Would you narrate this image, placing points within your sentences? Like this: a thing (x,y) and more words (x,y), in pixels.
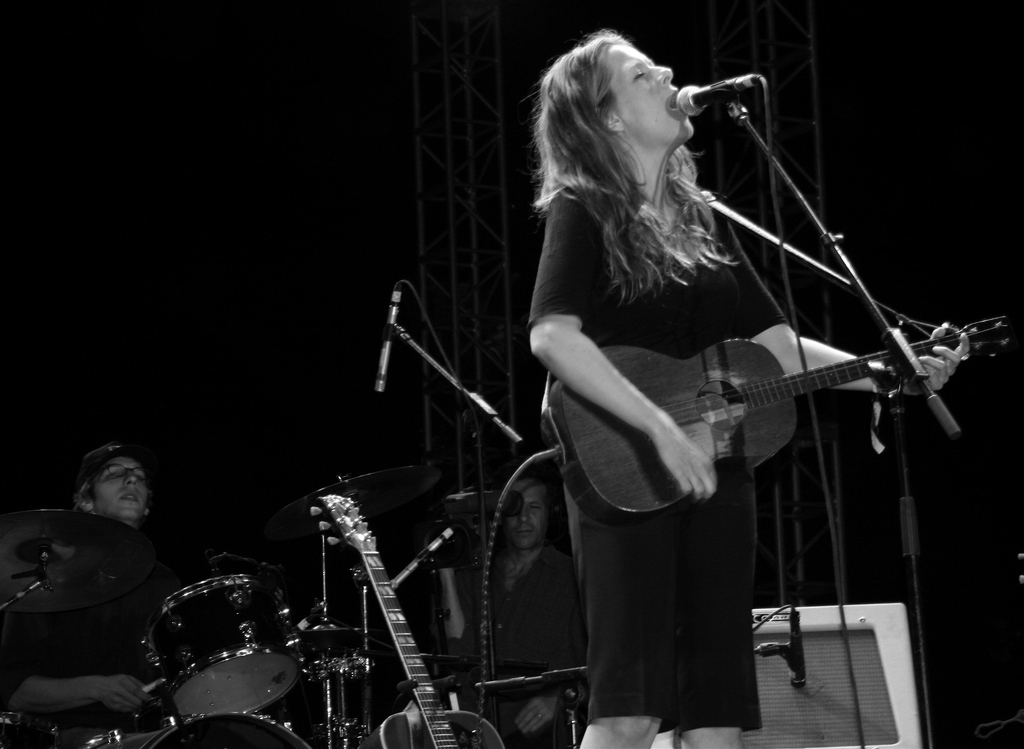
In this image it seems like girl (551,338) is playing the guitar (714,438) with her hand (702,458) and singing with the mic (685,106). In the background (117,498) there is a man (103,486) who is playing the drums (206,650) and in the middle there is another man (515,572) who is shooting the concert through the camera (461,529).
